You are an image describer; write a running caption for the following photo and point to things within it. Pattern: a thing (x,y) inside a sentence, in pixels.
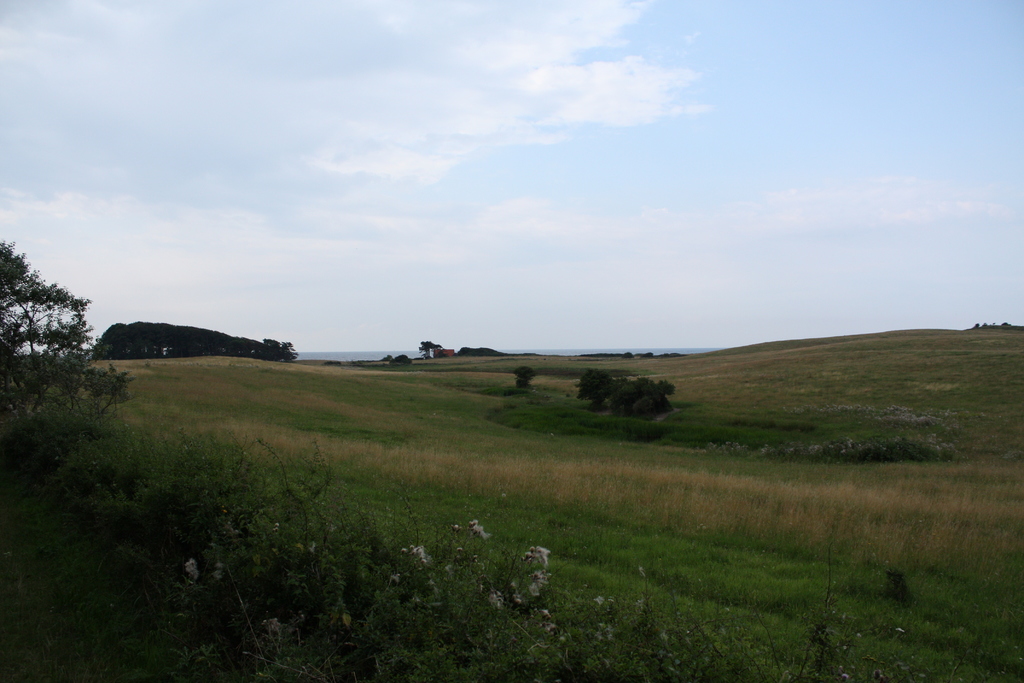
In this image I can see the grass (616,447) and the plants (222,459). In the background (522,268) I can see the trees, clouds (415,220) and the sky (455,71).
